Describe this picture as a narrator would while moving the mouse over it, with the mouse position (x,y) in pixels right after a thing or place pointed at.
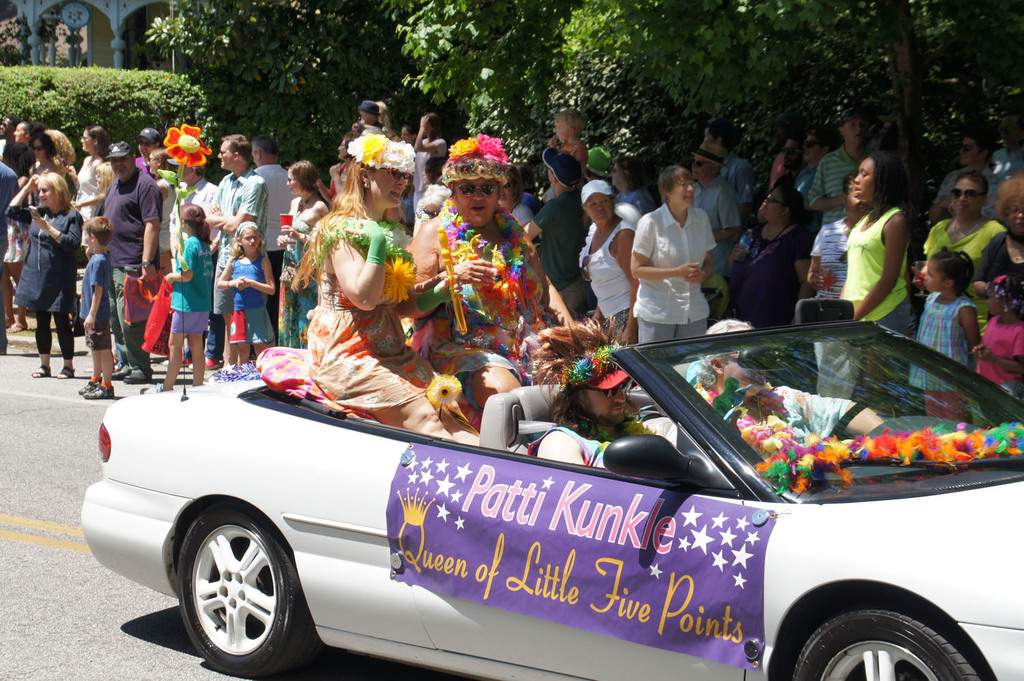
In this picture there is a car (264,415) in the center of the image (380,306), in which there are people (530,355) in costumes (366,324) and there are other people (676,236) in the background area of the image (536,223), there are trees (671,75) at the top side of the image (642,26).
